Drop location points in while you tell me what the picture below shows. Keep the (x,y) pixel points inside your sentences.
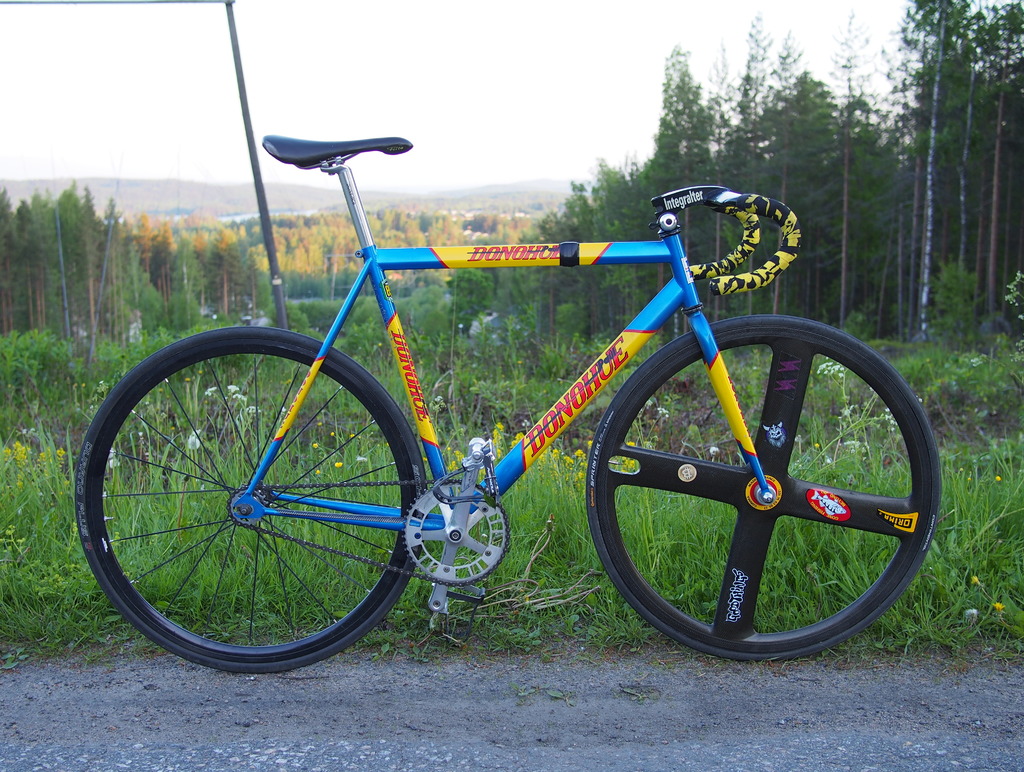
In this image we can see a blue and yellow color bicycle (620,424). Behind the bicycle (340,177) pillar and so many trees (288,222) are present.
